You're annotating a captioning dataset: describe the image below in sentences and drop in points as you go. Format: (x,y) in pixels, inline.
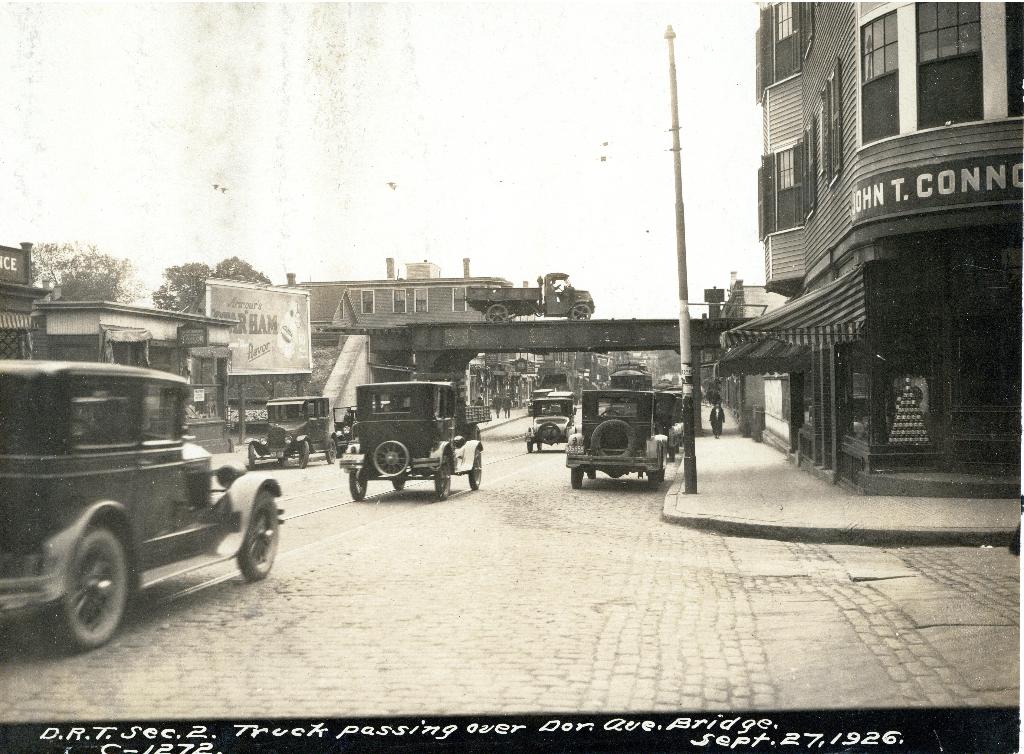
In this image we can see vehicles (474,426) on the road (521,530). In the background (385,354) there is a bridge (434,355), buildings (429,319), trees (219,274), poles (673,96) and sky (503,143).
